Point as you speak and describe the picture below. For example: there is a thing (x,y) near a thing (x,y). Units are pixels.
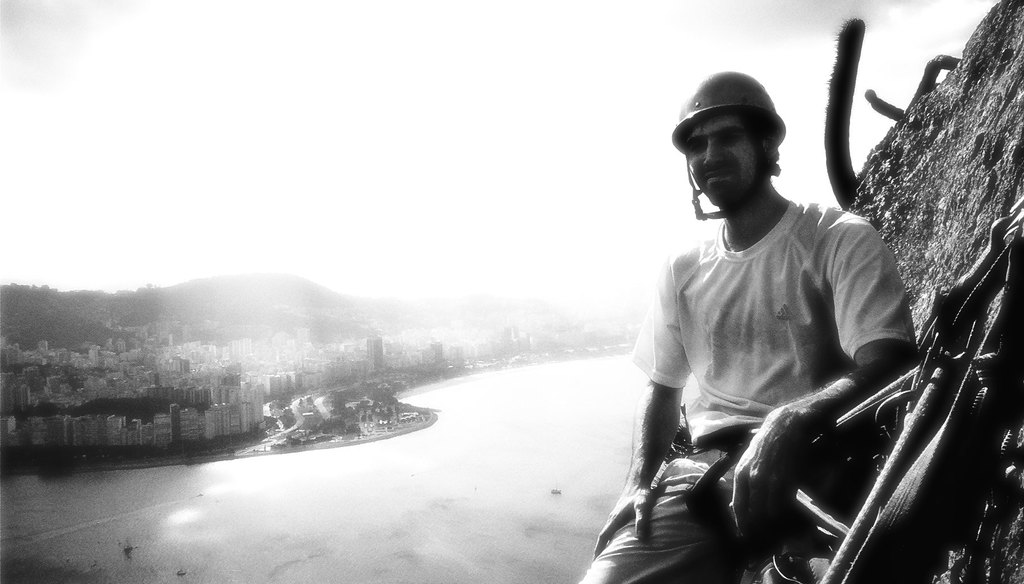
This is a black and white pic. We can see a man (843,286) on the right side (827,312) on the cliff (991,161) and there are objects (881,524) on it and he wore a helmet (738,116) on his head (766,149). In the background (478,505) we can see water (266,458), buildings (109,350), objects (372,390) and sky (354,133).
